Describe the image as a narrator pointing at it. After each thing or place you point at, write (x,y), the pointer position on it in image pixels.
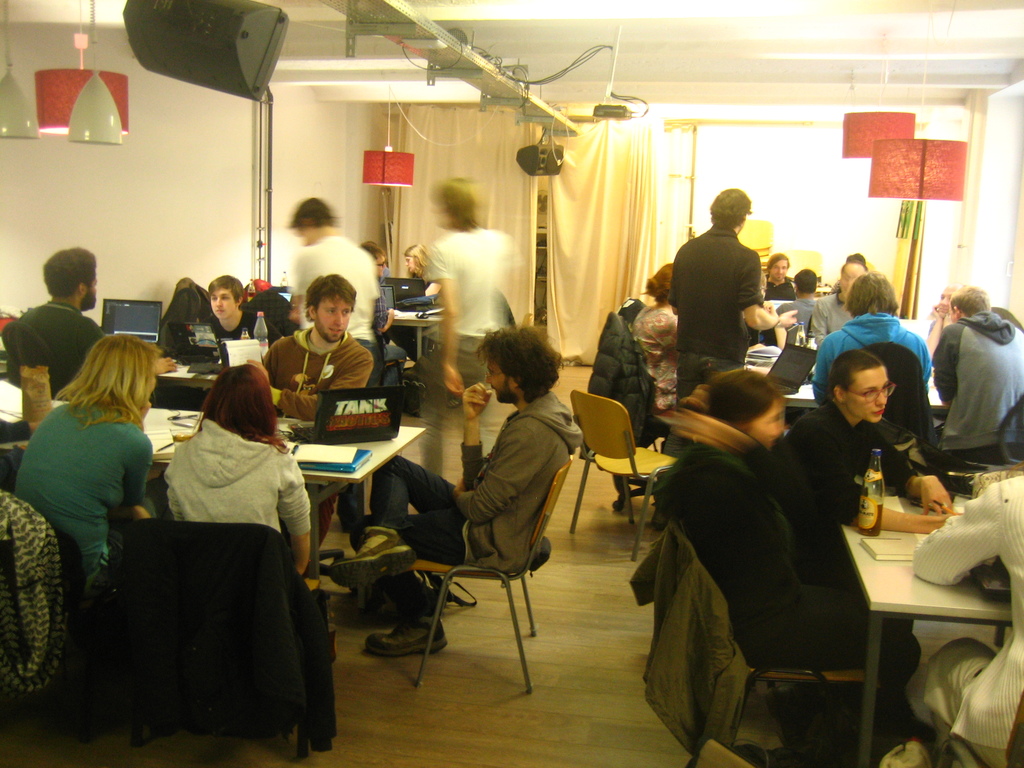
People (295,491) are sitting in groups (290,350) at tables (349,478). There are few people (477,317) standing. There are lights (73,107) hanging from roof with a red color covering (63,121).
